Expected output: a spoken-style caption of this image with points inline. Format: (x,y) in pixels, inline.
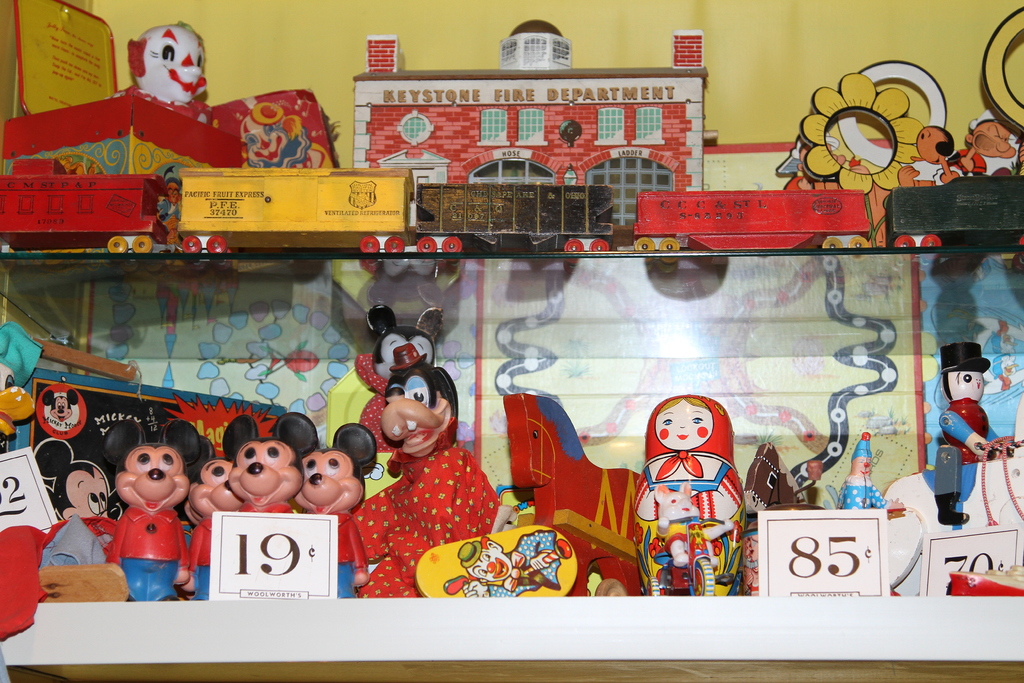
In this image there are so many toys (518,482) kept in the middle (657,441). At the top (242,222) there is a glass plate (661,260) on which there are few other toys (517,140). There are price tags (817,527) in front of the toys (950,469). In the background (757,72) there is the wall (763,61).
